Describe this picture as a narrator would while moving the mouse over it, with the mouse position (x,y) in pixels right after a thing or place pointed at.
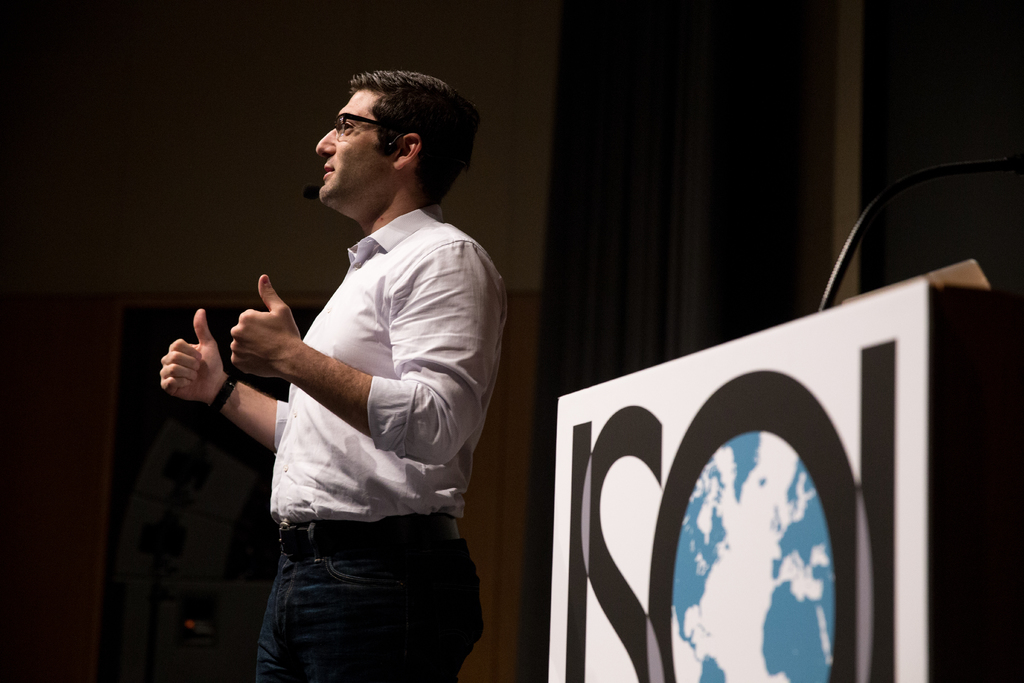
In this image we can see a man (390,640). We can see a podium (854,372) and a mic (848,243) on the right side of the image (872,441). In the background (720,185), we can see a curtain (559,262) and a wall (255,219).
